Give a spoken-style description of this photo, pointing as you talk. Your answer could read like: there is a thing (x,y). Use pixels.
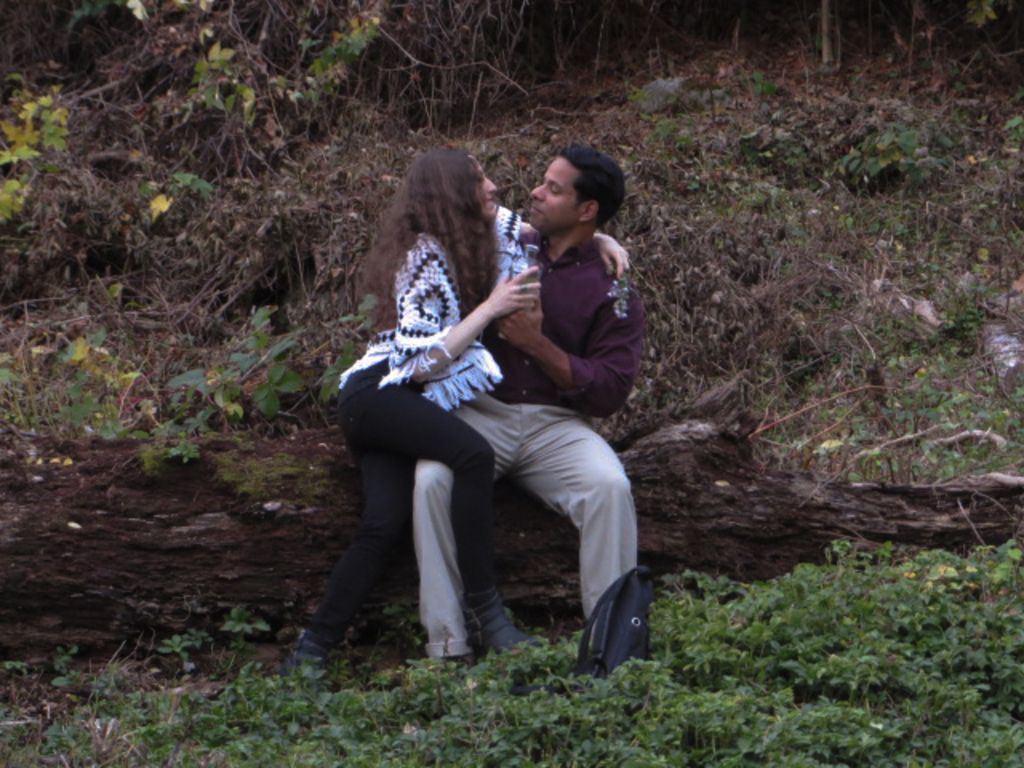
As we can see in the image there are plants (773,641) and two people (507,315) sitting on tree stem (821,520). The woman (467,450) is holding a bottle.
